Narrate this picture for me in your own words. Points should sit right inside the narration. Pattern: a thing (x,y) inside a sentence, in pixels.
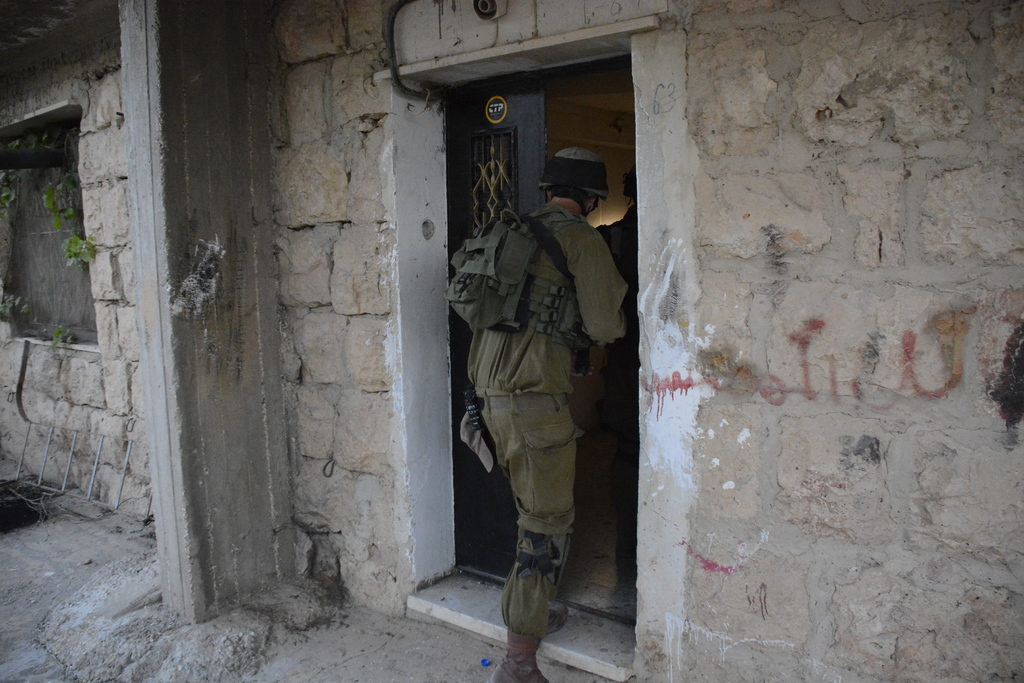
In this image we can see the wall (312,280) with the door (549,144) and the pillar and we can see a person (492,395) going inside the building (218,289).
